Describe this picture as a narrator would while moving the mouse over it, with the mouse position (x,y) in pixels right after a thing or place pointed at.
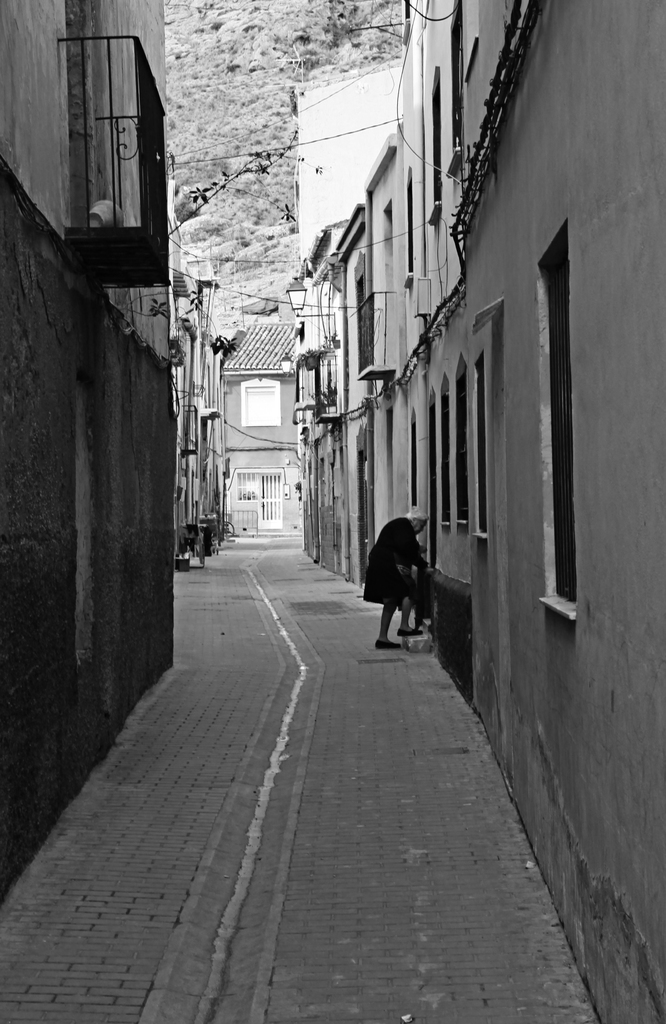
In this black and white image, we can see a person (376,558) in between buildings (513,247). There is a hill (268,28) at the top of the image (276,25).
